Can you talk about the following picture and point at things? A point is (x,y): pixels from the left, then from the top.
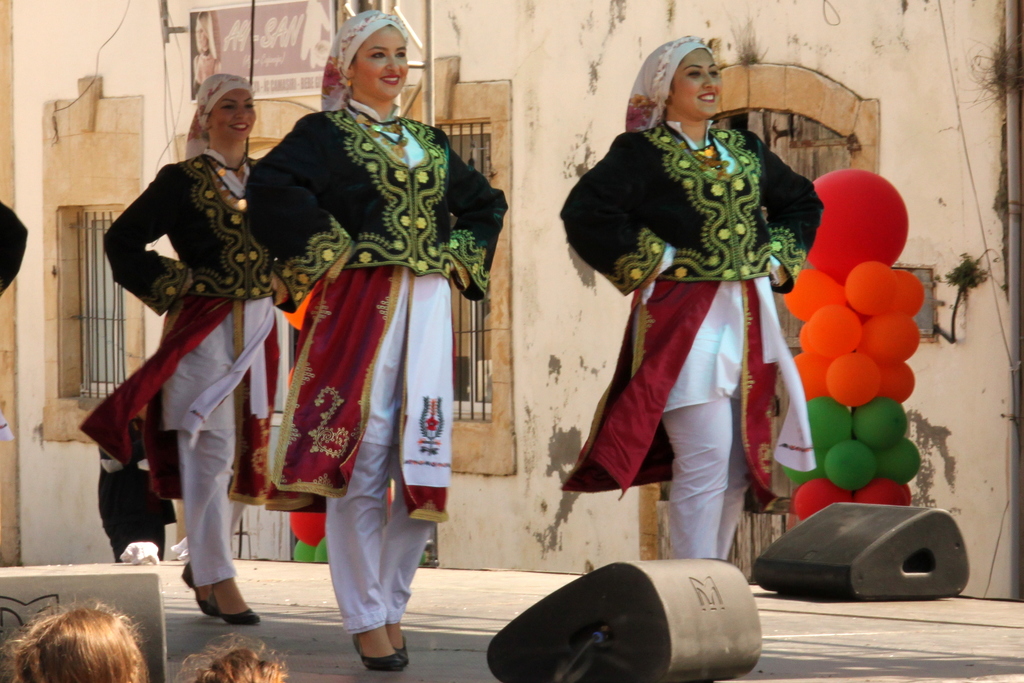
In this image we can see some women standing on the stage (453,642) wearing the costumes (451,440). On the bottom of the image (890,589) we can see the speaker boxes (753,605) and some people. On the backside (941,398) we can see a group of balloons (873,400), a banner (294,80) with some text (274,76) on it, some poles (1018,479) and a building (1008,444).
